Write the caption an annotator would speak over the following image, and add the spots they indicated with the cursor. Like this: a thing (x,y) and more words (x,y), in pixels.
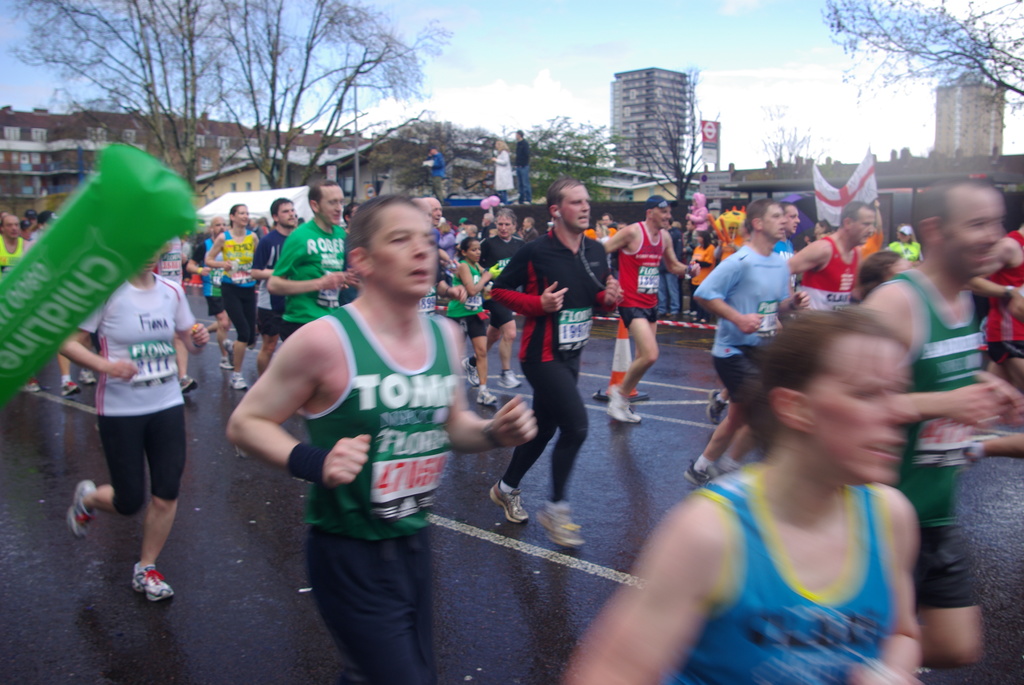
In this image there are so many people (458,401) who are running on the road (271,576) by wearing the number badges (415,478). In the background (800,158) there are buildings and trees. There are few people (688,240) standing on the footpath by holding the flags (852,196). At the top (597,19) there is the sky (581,18).
